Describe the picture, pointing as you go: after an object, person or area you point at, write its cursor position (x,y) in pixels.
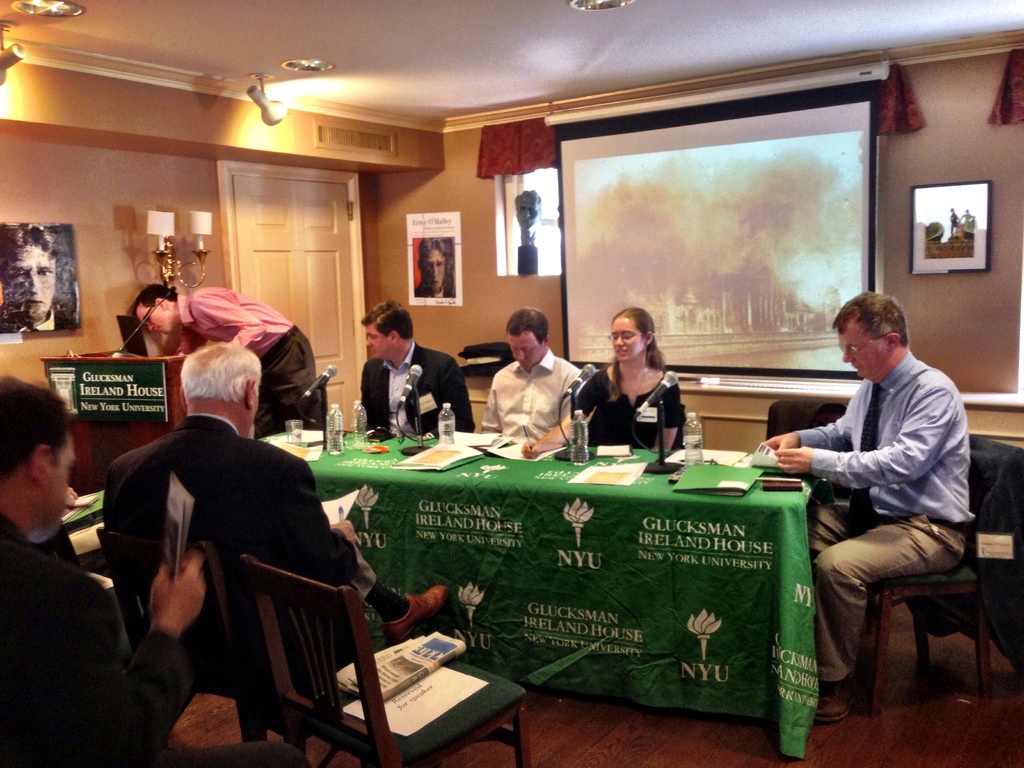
This picture is clicked inside the room (454,334). In this picture, we see four people (493,418) are sitting on the chairs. In front of them, we see a table (611,568) which is covered with green color cloth (645,625). On the table (549,468), we see microphones (412,450), water bottles (362,420), files (752,473), books (771,485), papers (724,464) and a mobile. The woman (610,409) in the black dress (638,424) is writing on the paper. In the left bottom of the picture (318,553), we see two men (198,578) are sitting on the chairs (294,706) and they are holding papers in their hands (188,621). The man (240,298) in pink shirt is standing in front of the podium (106,407). Beside him, we see a wall (58,192) on which posters (61,316) are pasted. Beside that, we see a white door (339,283). Behind him, we see a lamp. In the background (622,228), we see a projector screen (808,243). Beside that, we see a wall (946,284) on which photo frame (983,199) is placed. At the top of the picture (415,81), we see the ceiling (379,81) of the room (422,111).
